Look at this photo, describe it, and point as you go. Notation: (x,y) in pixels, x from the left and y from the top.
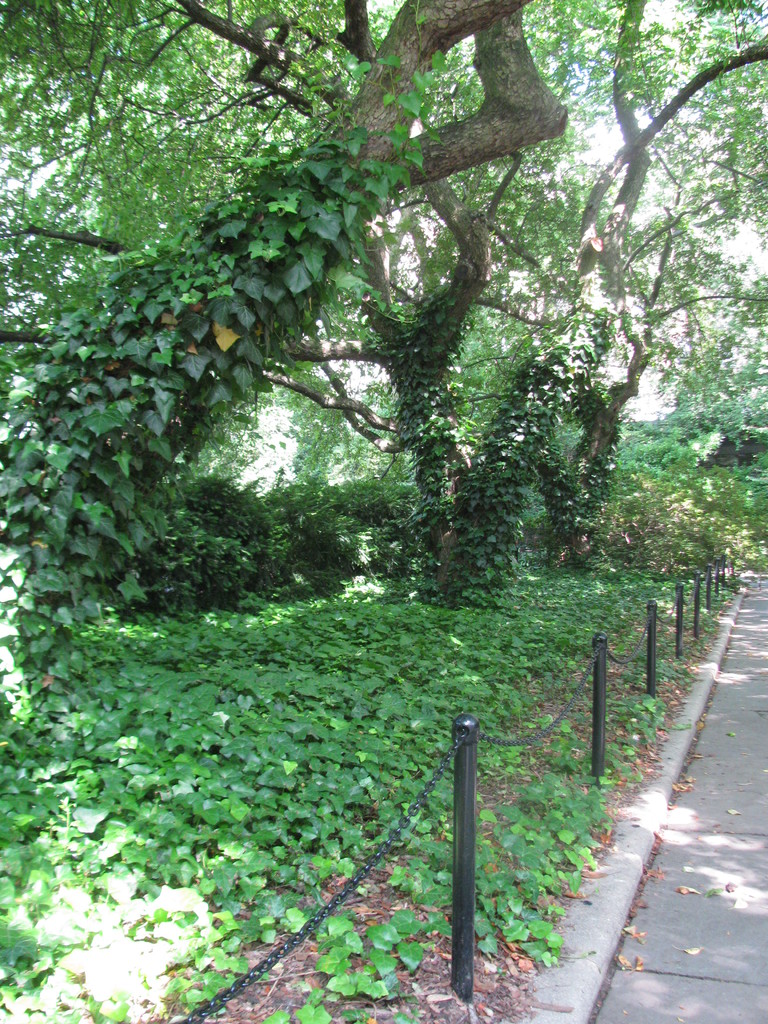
There are trees (388,442) in this image, in the middle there are black color iron poles (598,739) with the chains (430,794). On the right side (701,757) it is the road (701,767).
